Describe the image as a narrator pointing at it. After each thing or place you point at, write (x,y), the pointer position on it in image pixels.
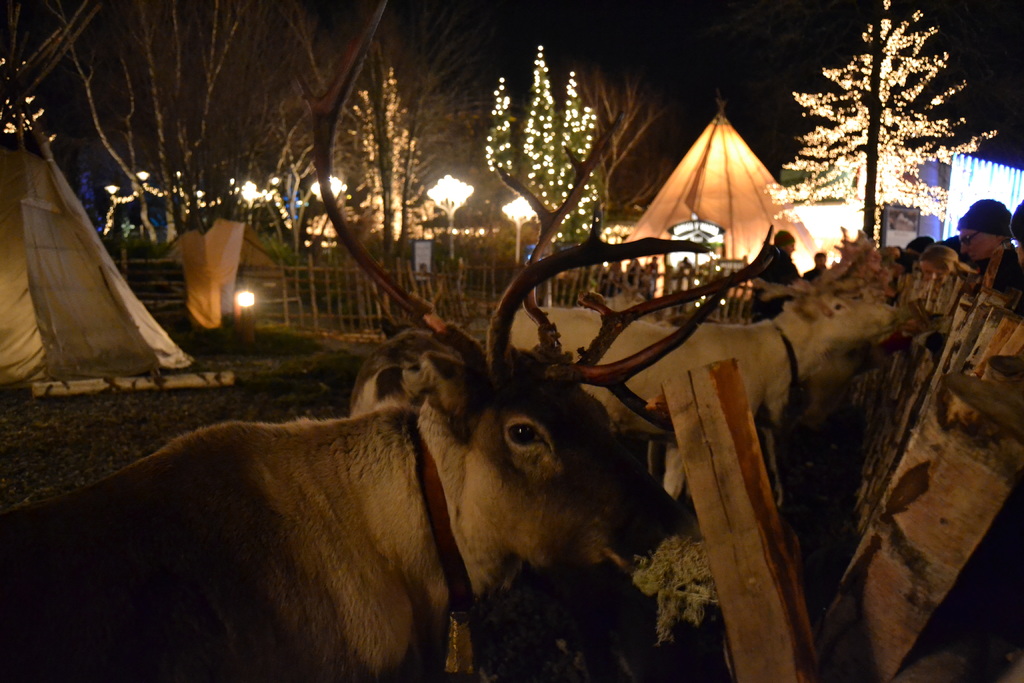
In this picture we can see the animals (569,310), tents (229,270), lights (856,226), fencing (476,272), trees (506,246), some persons (995,240), boards (889,227). At the top of the image (663,77) we can see the sky (711,54). In the middle of the image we can see the ground (17,455). On the right side of the image (712,507) we can see the wood logs (901,490).
